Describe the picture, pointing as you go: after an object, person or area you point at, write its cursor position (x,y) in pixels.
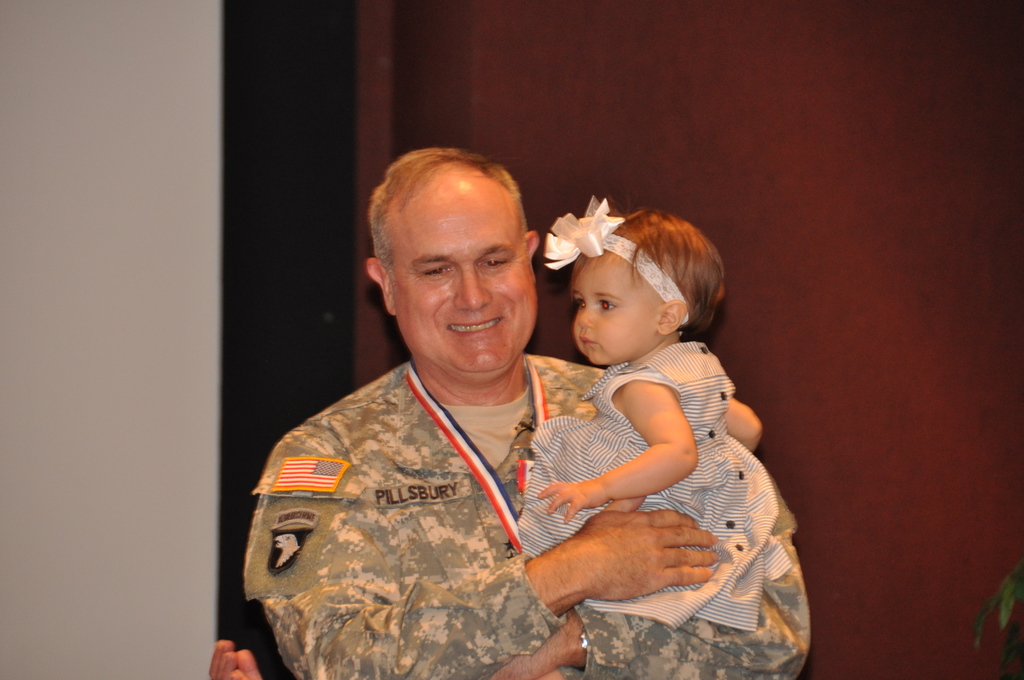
In the center of the image (386,406) we can see a man (498,678) is standing and wearing a uniform (466,505) and holding a kid (649,440) and also we can see a girl (654,354) is wearing a frock (732,489), hair band (572,231). In the background of the image (98,509) we can see the wall (694,144). At the bottom of the image (235,653) we can see a person's hand (252,659). In the bottom right corner (1003,644) we can see a plant (1013,585).
